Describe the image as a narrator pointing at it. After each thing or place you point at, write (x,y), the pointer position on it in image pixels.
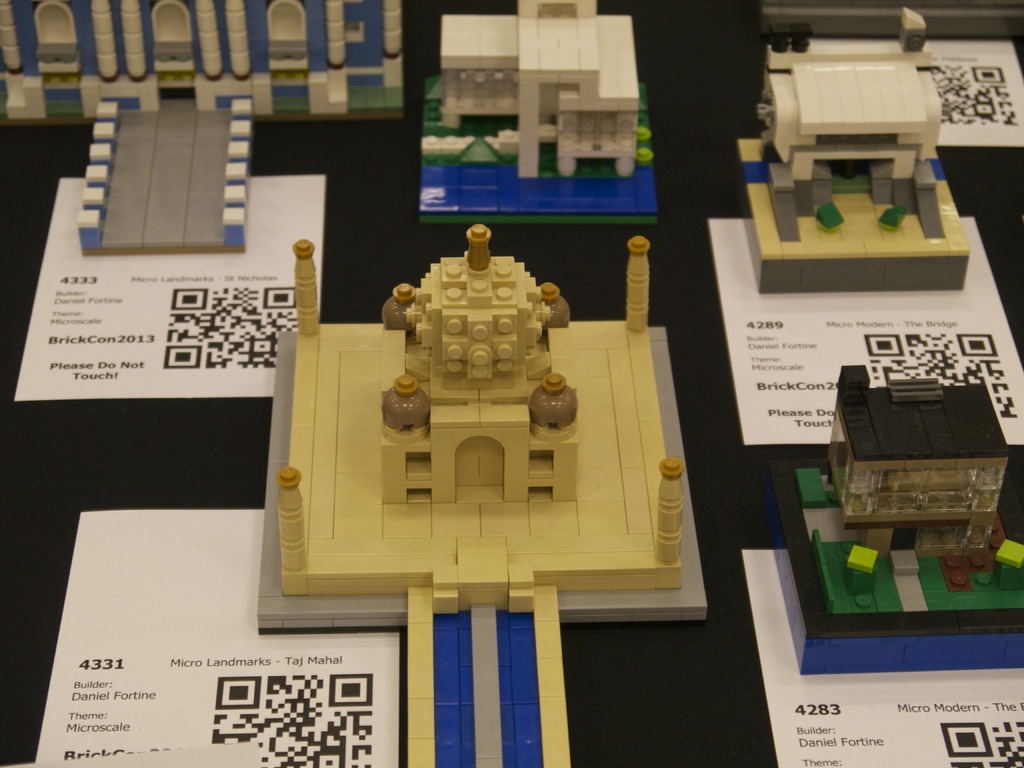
In this image I can see few miniatures (765,237), they are in brown and cream color, and the floor (632,666) is in black color.
